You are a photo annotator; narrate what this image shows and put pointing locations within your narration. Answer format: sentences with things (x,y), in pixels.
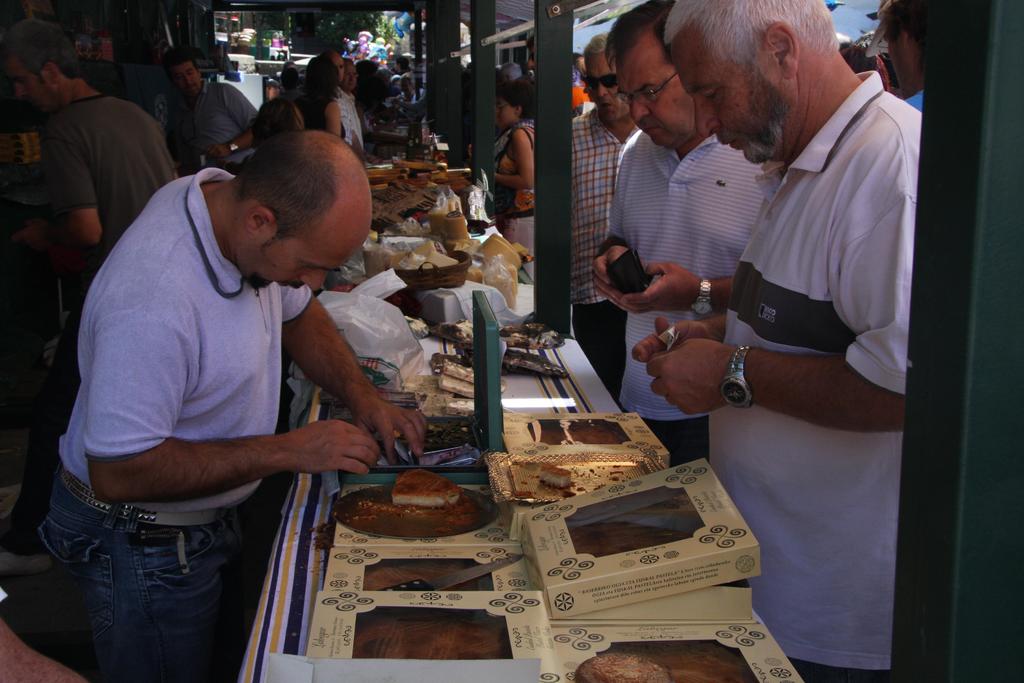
In this picture there is a man (224,241) who is wearing white t-shirt (83,467) and jeans (153,596). He is standing near to the table (599,655). On the table (677,594) i can see the carton boxes (535,433), bread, cake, plastic covers (381,290) and other food items (375,250). On the right (880,394) there is an old man (783,369) who is the wearing t-shirt (820,338), watch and trouser (825,669). He is standing near to the pole (966,417), beside him there is another man (671,173) who is wearing spectacles (660,81), t-shirt (658,203), purse (626,279), watch (701,310) and trouser (684,433). In the background (514,78) i can see many people (422,100) were standing near to the shop (506,46). At the top (369,14) background (332,29) i can see the trees (321,37), buildings (296,53) and other objects (397,26).
